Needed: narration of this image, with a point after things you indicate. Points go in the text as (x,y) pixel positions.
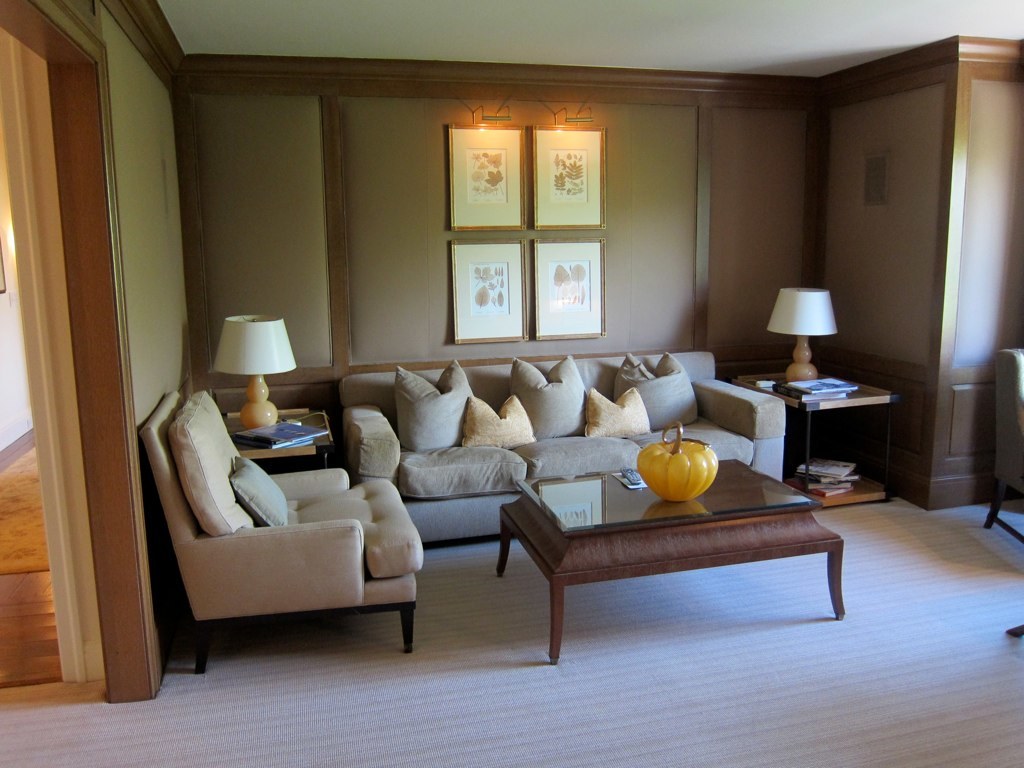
It is a living room (517,213) with sofa (415,478), table (675,545), two lamps (249,418) and few frames (478,336) at the back (487,170).
